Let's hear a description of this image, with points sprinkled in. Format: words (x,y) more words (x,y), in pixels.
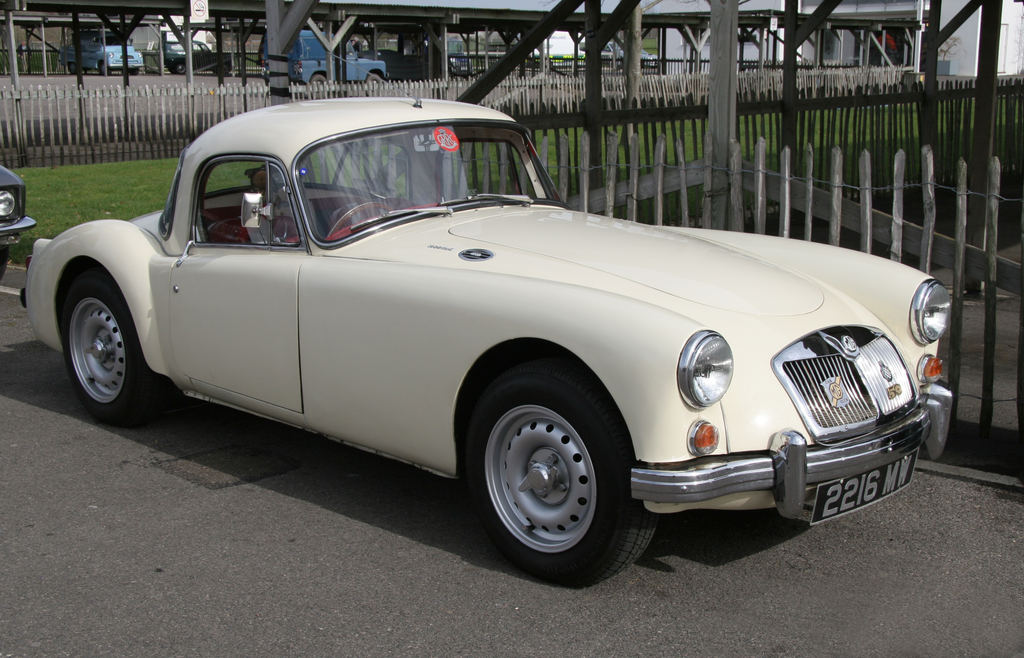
In this image, we can see a white car (495,400) is parked on the road (389,498). Background (809,119) we can see fencing (989,274), poles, grass (60,202), few vehicles (5,251), wall (957,53).
